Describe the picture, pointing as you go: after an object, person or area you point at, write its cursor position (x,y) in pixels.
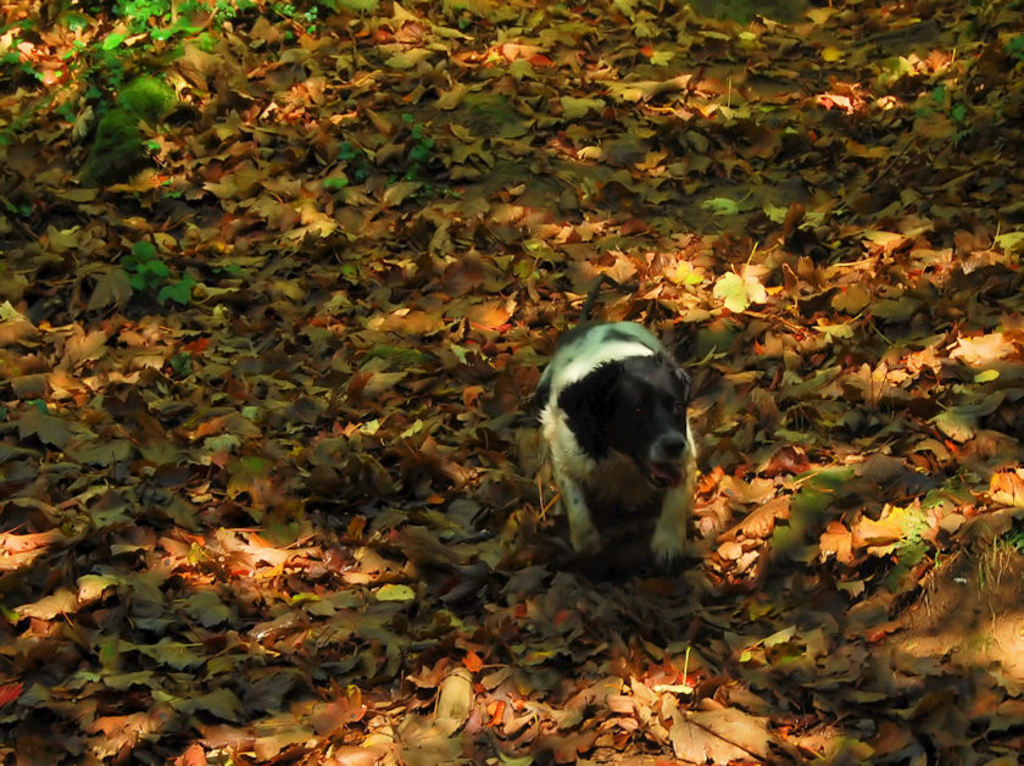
In this picture we can see a dog (583,466) on the path (613,553) and on the path (511,453) there are dry leaves (731,735).
